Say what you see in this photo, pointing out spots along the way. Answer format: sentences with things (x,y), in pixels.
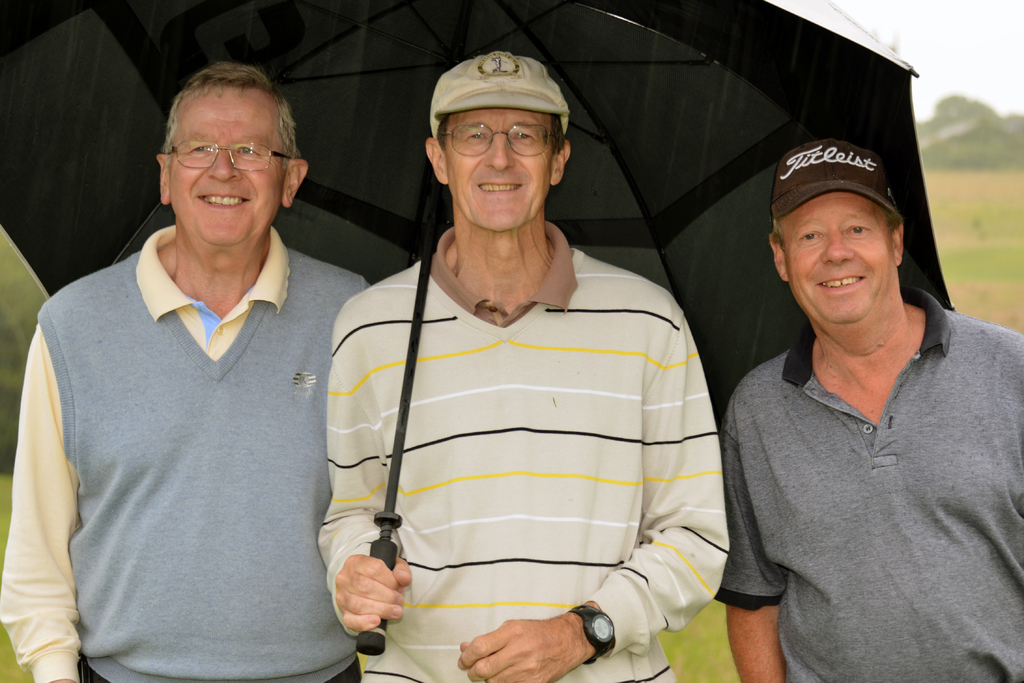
There are three men (357,452) standing and laughing and the middle person (453,427) is holding an umbrella (388,497) on all of them. In the background (980,163) we can see grass (991,225), trees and sky (890,25).
